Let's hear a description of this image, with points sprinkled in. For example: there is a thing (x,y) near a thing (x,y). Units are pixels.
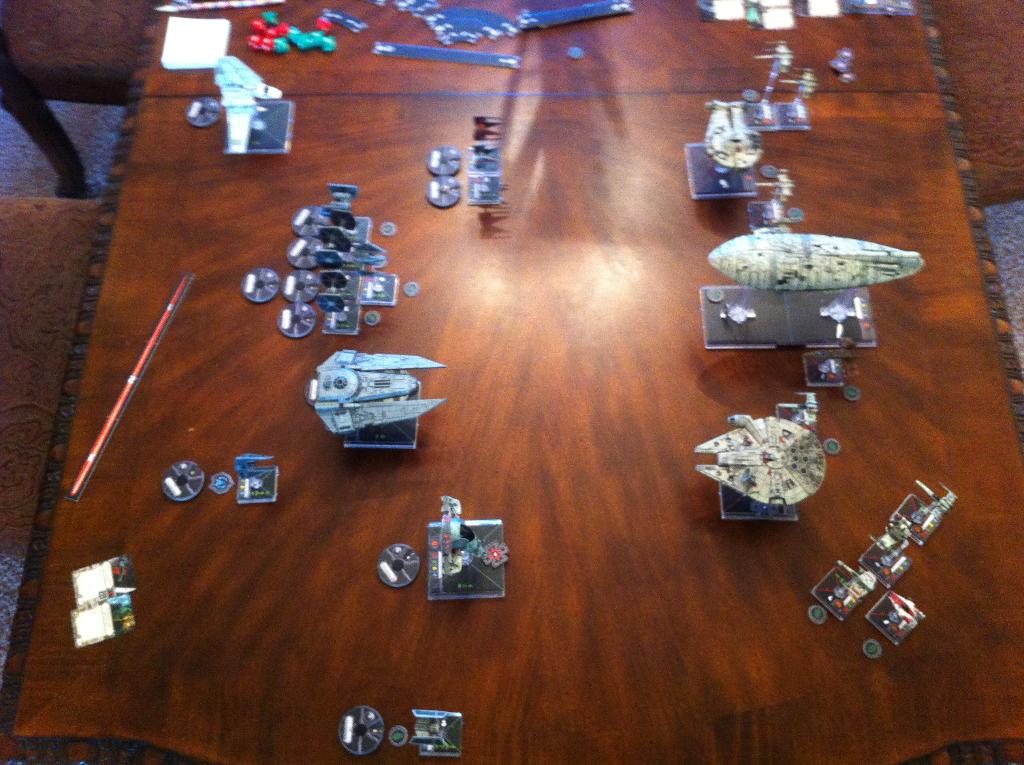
There are toys (360,248) and other objects (396,726) on a table (330,763). On the left (10,319) we can see chairs (22,274) on the floor (5,565).
